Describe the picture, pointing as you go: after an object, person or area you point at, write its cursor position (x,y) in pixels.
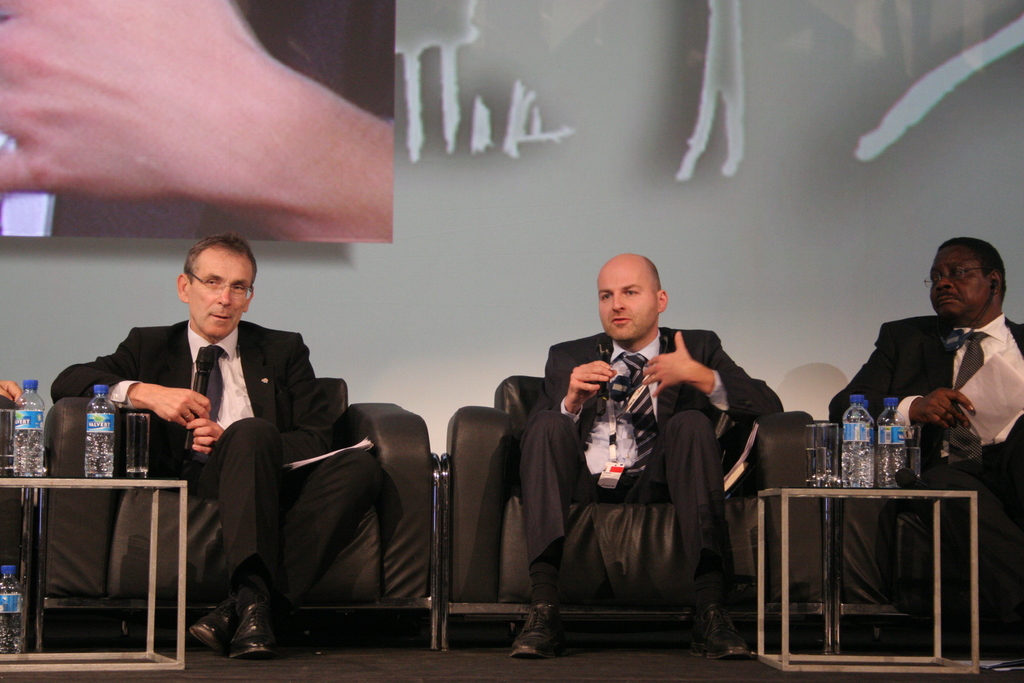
This image consists of chairs (505,568) and tables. On the chairs (499,393) people (714,511) are sitting, on the table (181,526) there are glasses (141,429), water bottles (105,473).
